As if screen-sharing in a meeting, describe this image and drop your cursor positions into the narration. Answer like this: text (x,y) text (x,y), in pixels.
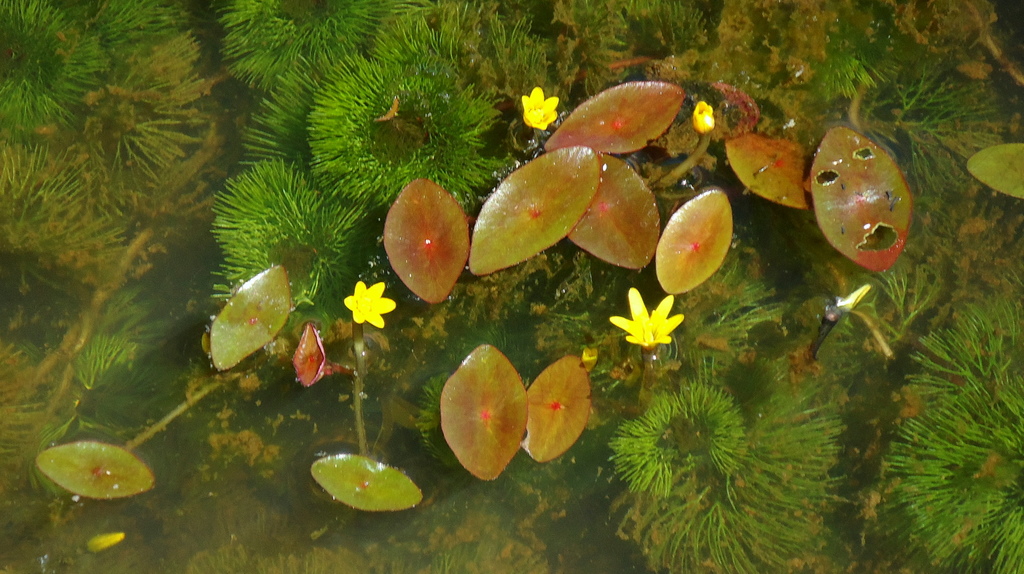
In this picture we can see few flowers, plants (375,111) and water (474,323).
